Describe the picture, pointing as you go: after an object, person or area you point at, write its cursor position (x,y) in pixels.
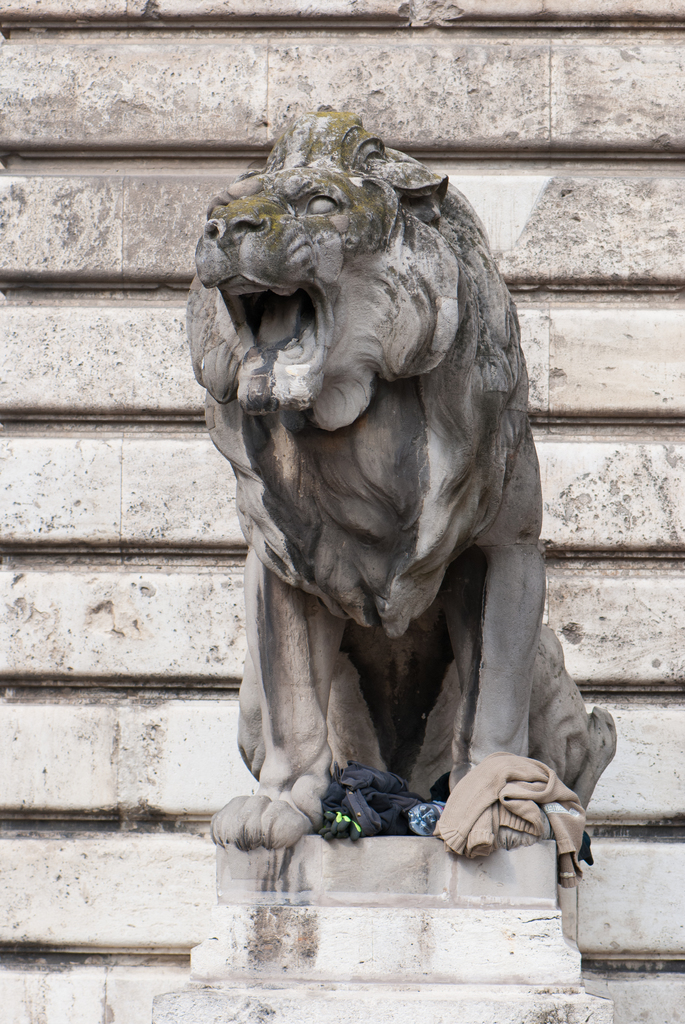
In this image there is a depiction of a lion (356,558) and there are few clothes (384,807) and a bottle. In the background (646,334) there is a wall (140,356).
